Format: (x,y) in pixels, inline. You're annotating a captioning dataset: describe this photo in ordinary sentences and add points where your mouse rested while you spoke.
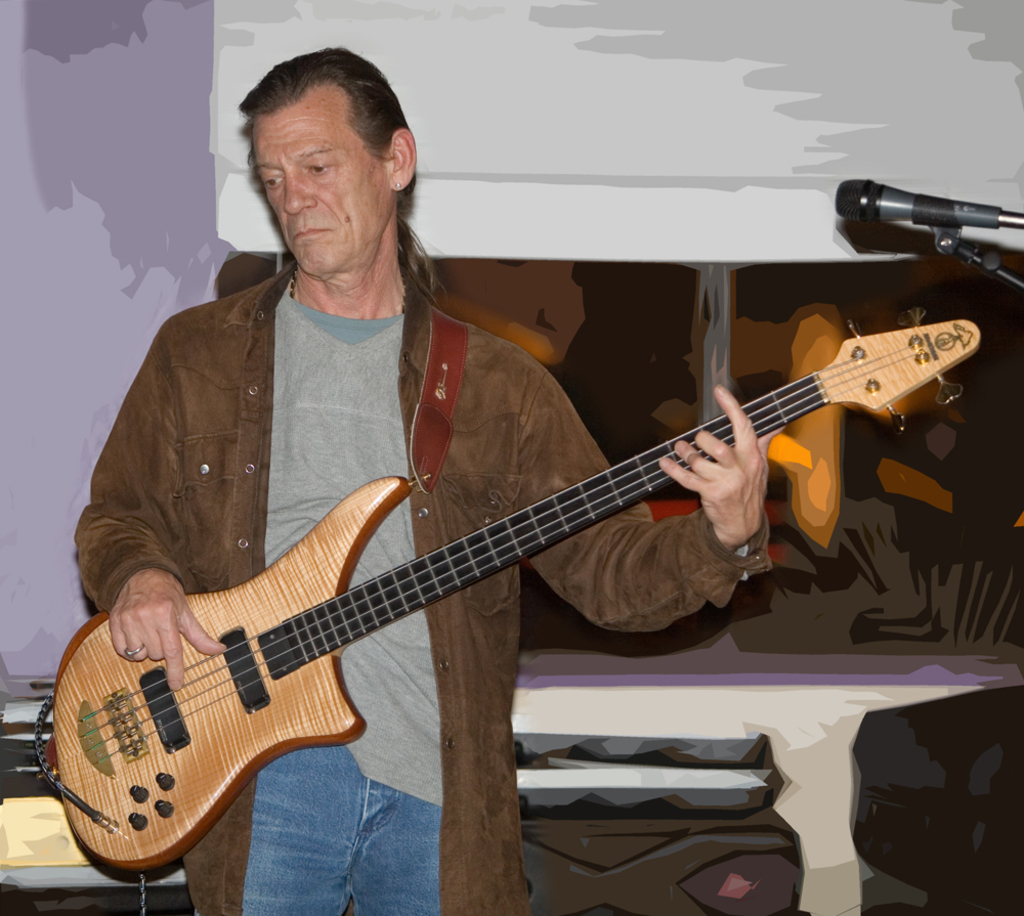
As we can see in the image there is a man (325,756) holding guitar (336,668).
